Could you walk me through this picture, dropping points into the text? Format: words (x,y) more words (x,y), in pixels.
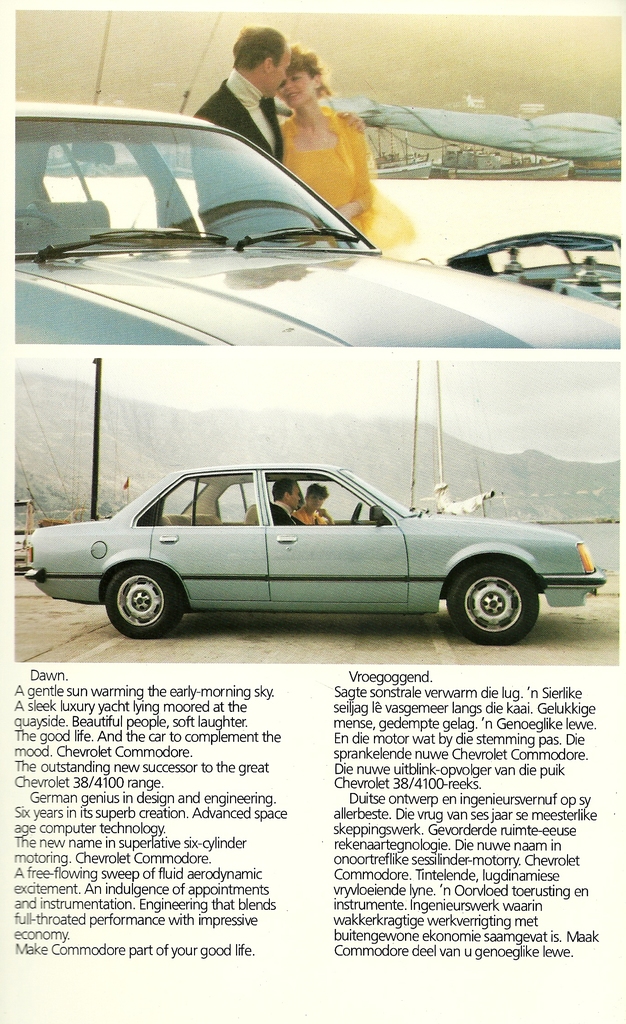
In this picture there is a man (271,69) and a woman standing beside the car (524,294) and the water body (529,214) behind them and in this picture the men (293,511) and women (306,511) are sitting inside the car (334,556) and there is a mountain (254,430) in the backdrop (274,439).
